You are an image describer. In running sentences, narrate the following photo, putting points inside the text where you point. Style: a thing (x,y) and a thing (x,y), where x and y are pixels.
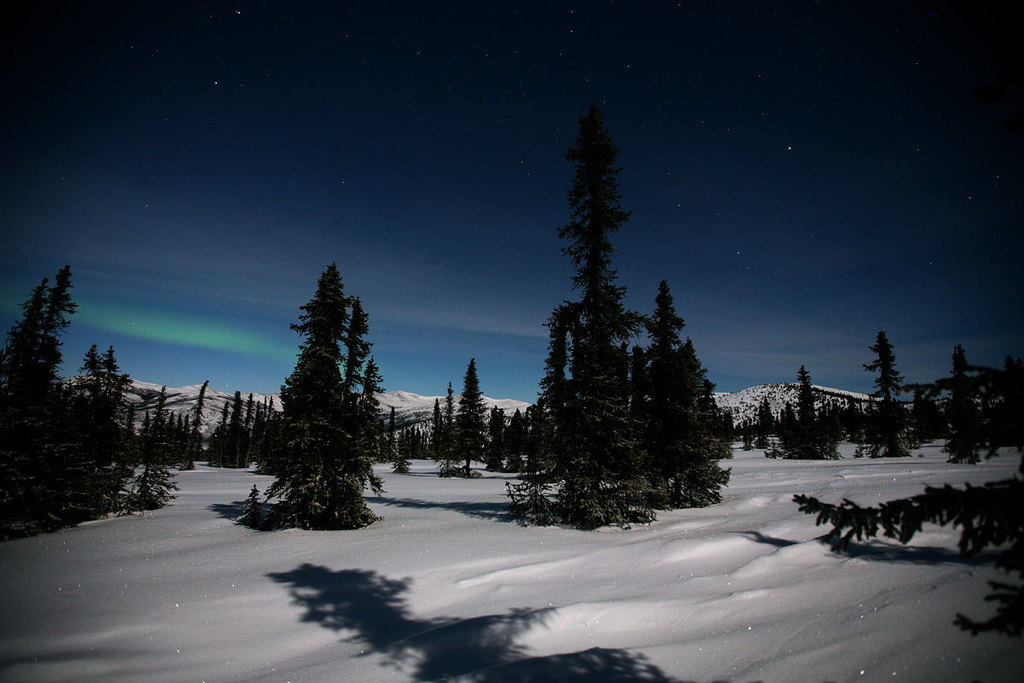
In this image there is snow (409,594) at the bottom (373,605). On the snow (455,492) there are so many trees (295,413) in the line one beside the other. At the top (389,191) there is the sky (385,197). In the background (777,390) there are snow mountains (739,397).
